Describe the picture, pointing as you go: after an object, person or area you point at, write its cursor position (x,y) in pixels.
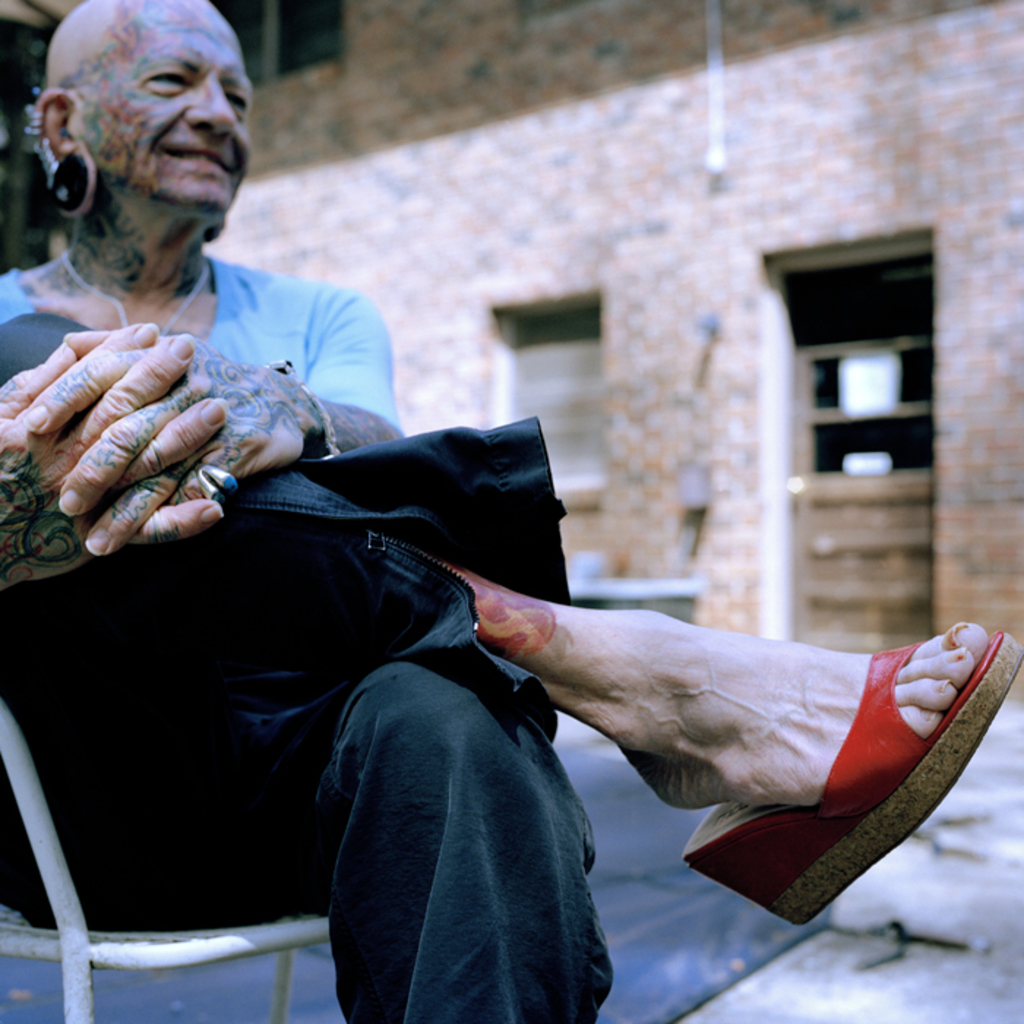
On the left side of the image (214,509) we can see a person (155,712) sitting on the chair (54,903). In the background (463,181) there is a wall (742,323).
